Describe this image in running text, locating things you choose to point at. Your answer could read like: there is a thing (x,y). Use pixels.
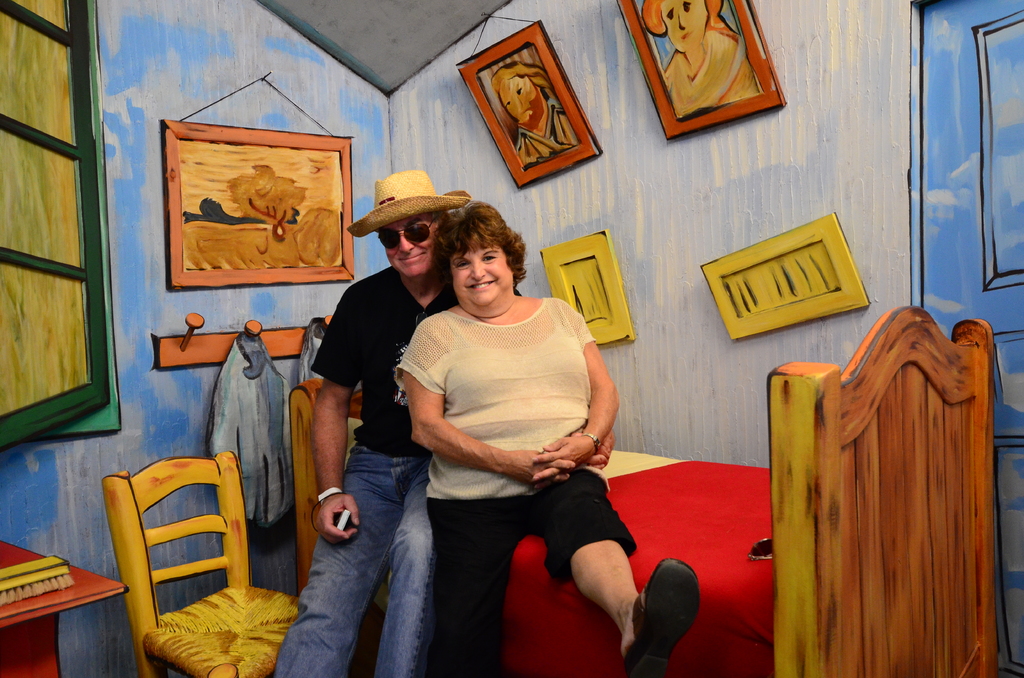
In this picture we can see a man (402,318) and a woman (589,365), they are seated on the bed (535,547), and they are smiling, and we can see few paintings (234,226).
